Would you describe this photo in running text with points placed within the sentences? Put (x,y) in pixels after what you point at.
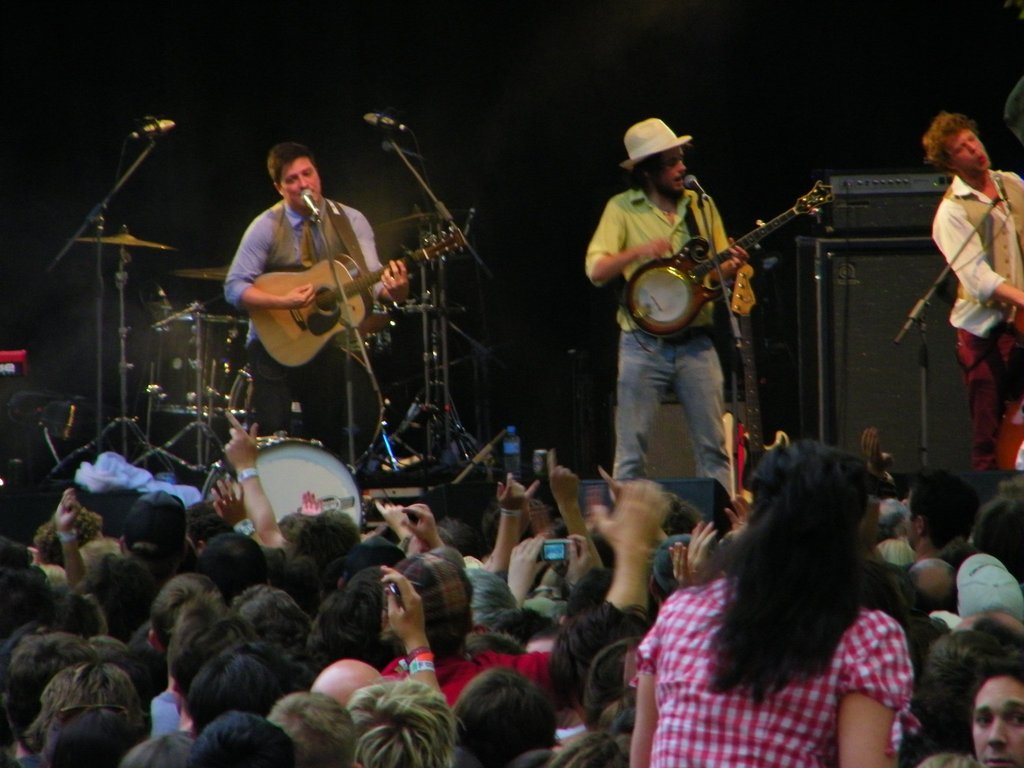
In this picture there are three people (309,172) they are singing on the stage (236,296), there are two people (607,252) they are holding the guitar (445,241) on the stage (112,126) and the one is singing in the mic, there are audience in front of them and there is a drum set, there is a speaker (831,274) at the right side of the image (834,264).
